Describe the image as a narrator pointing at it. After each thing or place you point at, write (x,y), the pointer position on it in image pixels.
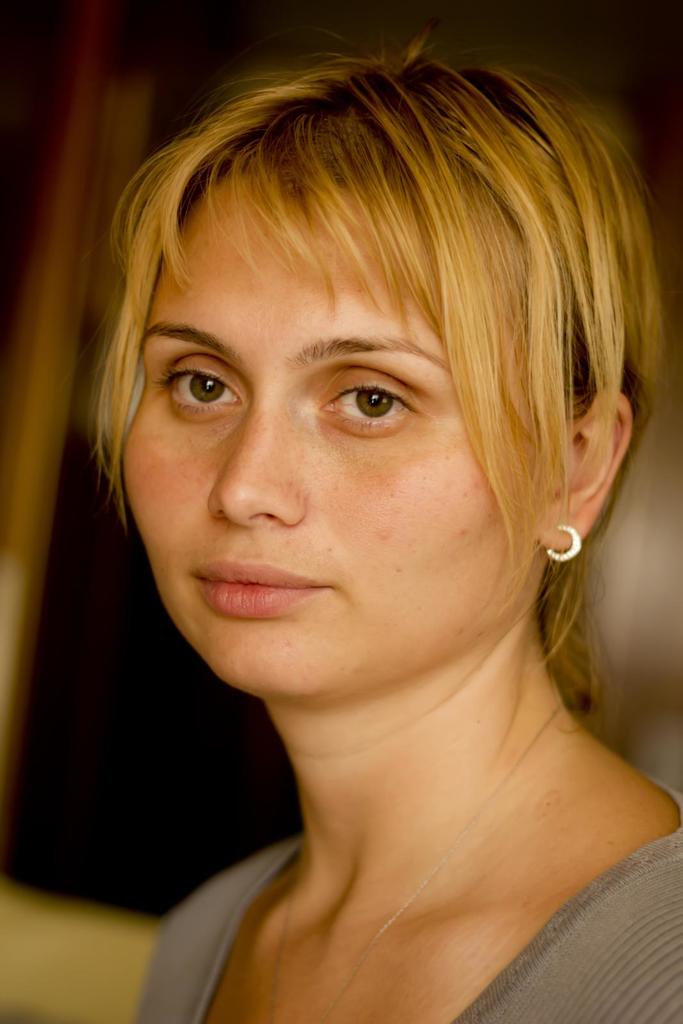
In this image in the front (273,657) there is a woman (347,536) and the background (80,762) is blurry.
